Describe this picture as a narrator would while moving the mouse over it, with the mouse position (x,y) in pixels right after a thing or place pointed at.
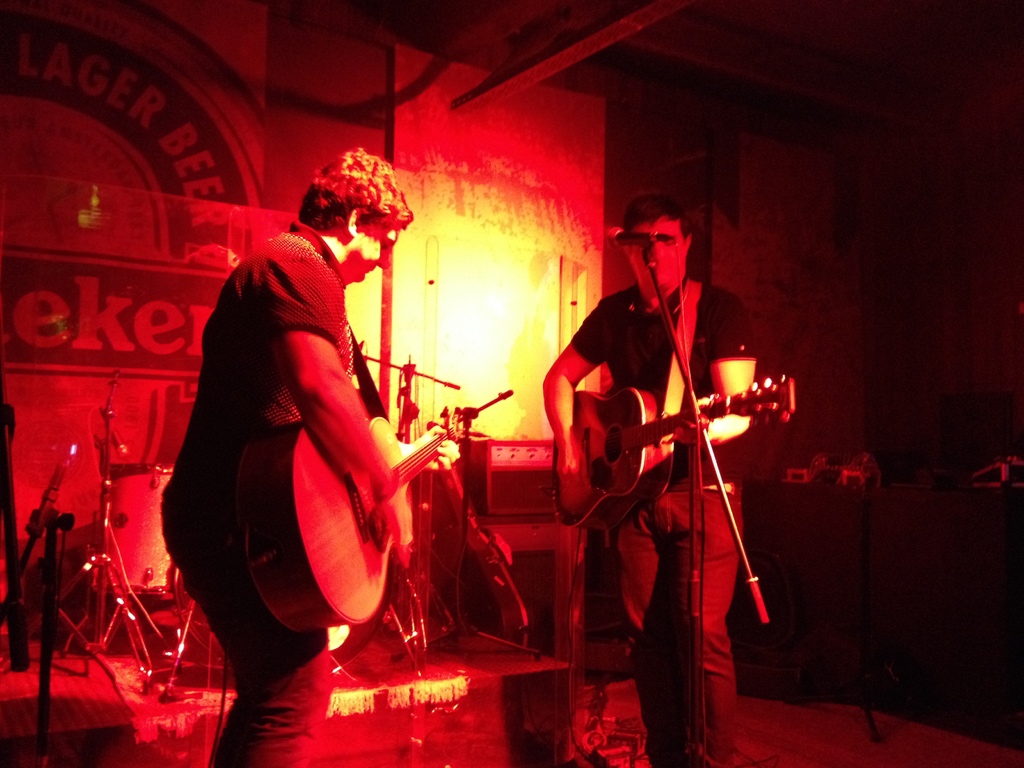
The two people (243,271) are standing on a stage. They both are playing musical instruments (737,400).
